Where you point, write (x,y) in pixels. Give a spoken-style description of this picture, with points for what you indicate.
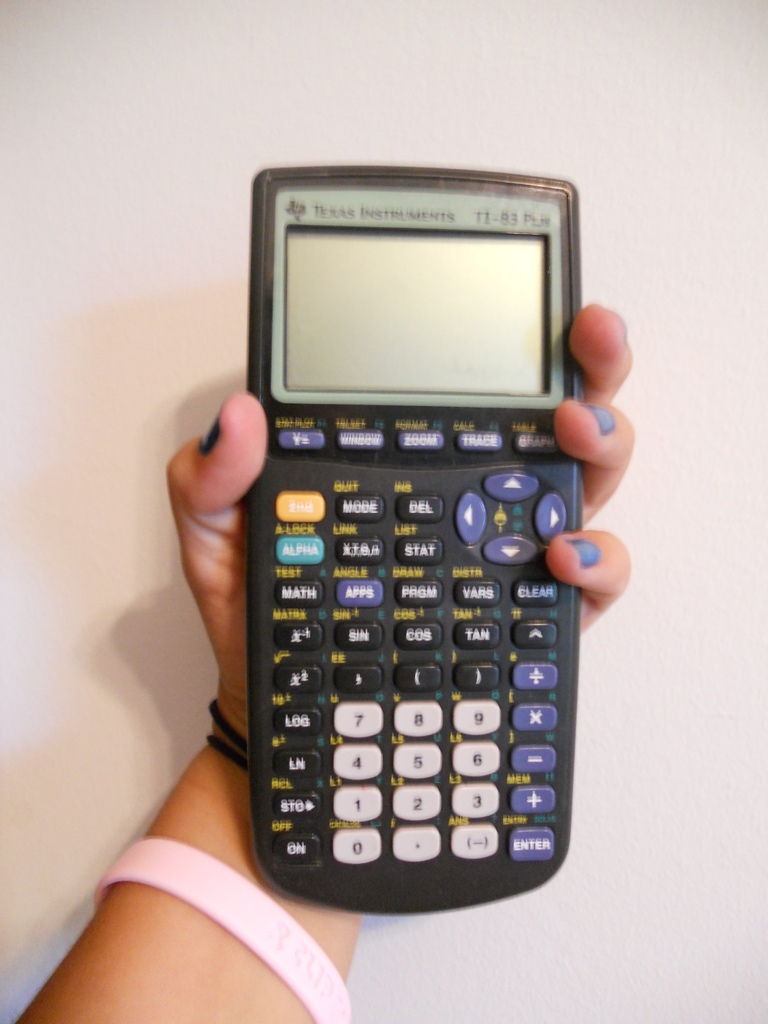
In this image there is a person (131,903) holding a calculator (395,577) in his hand (236,858). Background (381,76) there is a wall (643,723). On the calculator (413,688) there are few buttons (376,624) and a screen (397,330).
